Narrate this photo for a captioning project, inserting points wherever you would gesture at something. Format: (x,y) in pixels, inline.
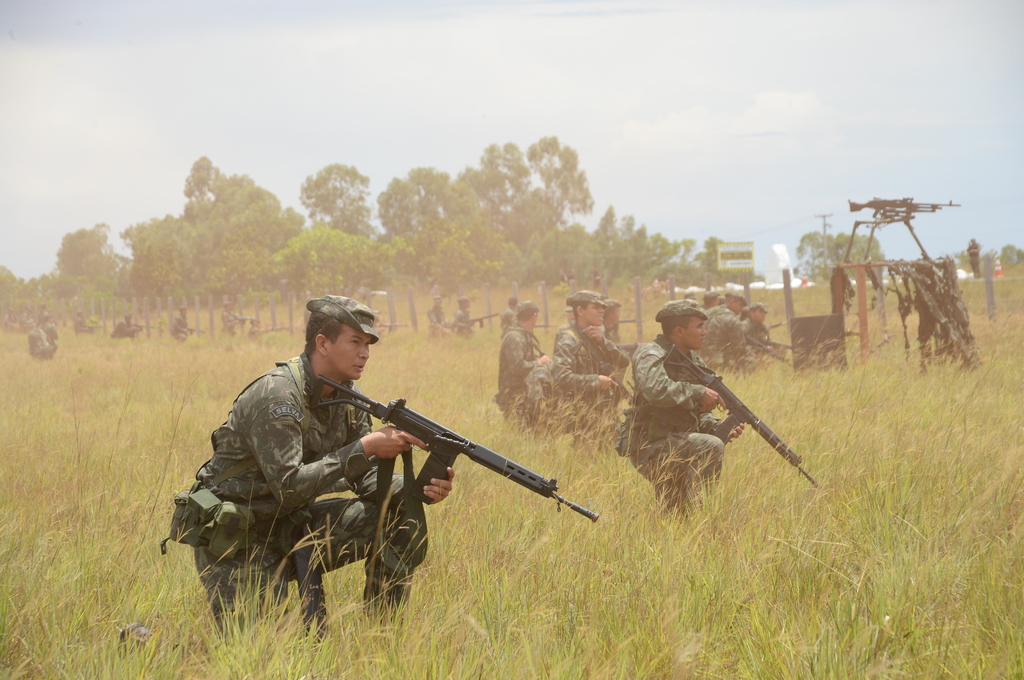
In this image we can see some people (333,365) wearing uniforms (341,471) and holding guns (778,453) in their hands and we can see an object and there is a rifle (908,206) at the top of the object (865,289). We can see the grass (985,547) on the ground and there are some trees (509,234) in the background (197,217) and at the top (563,93) we can see the sky (939,89).
